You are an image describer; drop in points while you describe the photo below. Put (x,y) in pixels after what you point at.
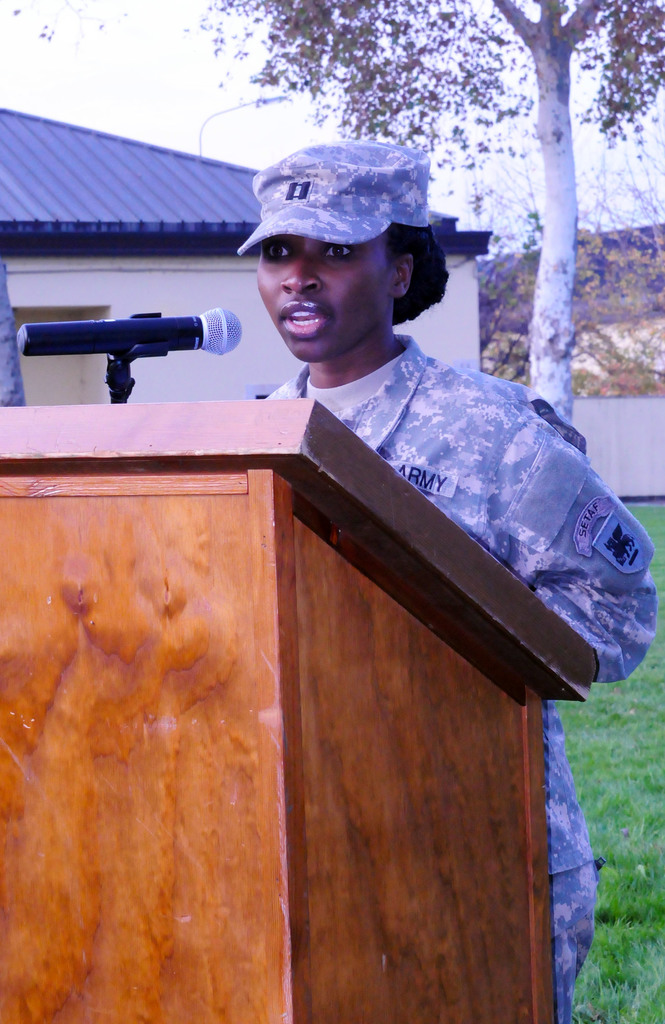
In this image in the front (305,551) there is a podium (301,692) and on the podium (146,579) there is a mic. In the center (415,447) there is a woman (459,500) standing and speaking. In the background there is grass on the ground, there are trees (562,311) and there is a house (191,246).
